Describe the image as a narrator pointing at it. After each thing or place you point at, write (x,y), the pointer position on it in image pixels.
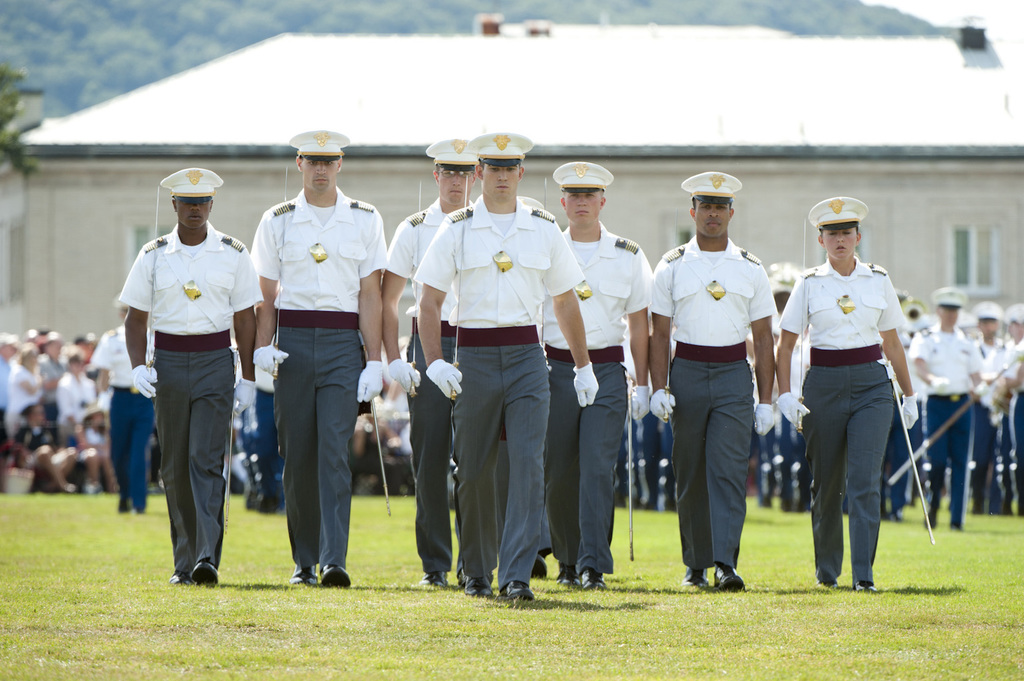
In this image there are few people (440,431) holding some objects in their hands (138,386) and walking on the surface of the grass (380,543), behind them there are a few people (1004,344) standing and few are walking and a few are sitting on the surface of the grass (370,641). In the background (346,68) there is a house (313,102) and trees (155,26).
